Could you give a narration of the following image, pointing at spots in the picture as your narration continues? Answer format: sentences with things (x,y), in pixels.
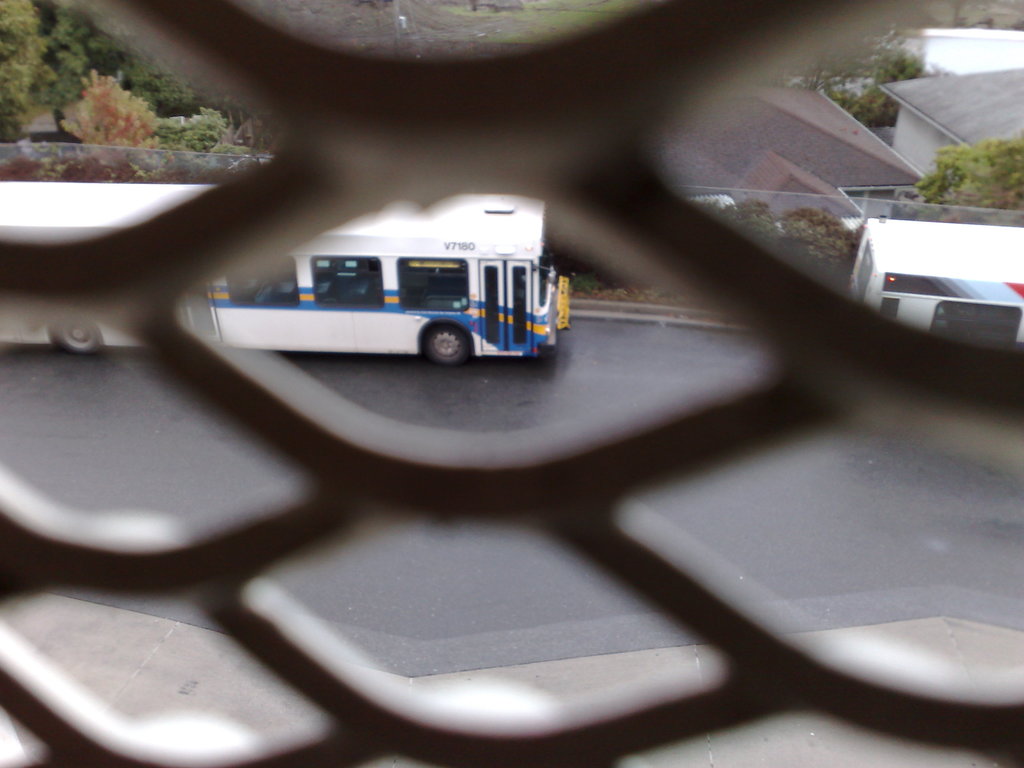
In this image we can see a mesh (839,375). From the mesh (604,226) we can see trees (130,97), road (579,335), bus (501,274), buildings (844,186) and a pavement (676,313).
